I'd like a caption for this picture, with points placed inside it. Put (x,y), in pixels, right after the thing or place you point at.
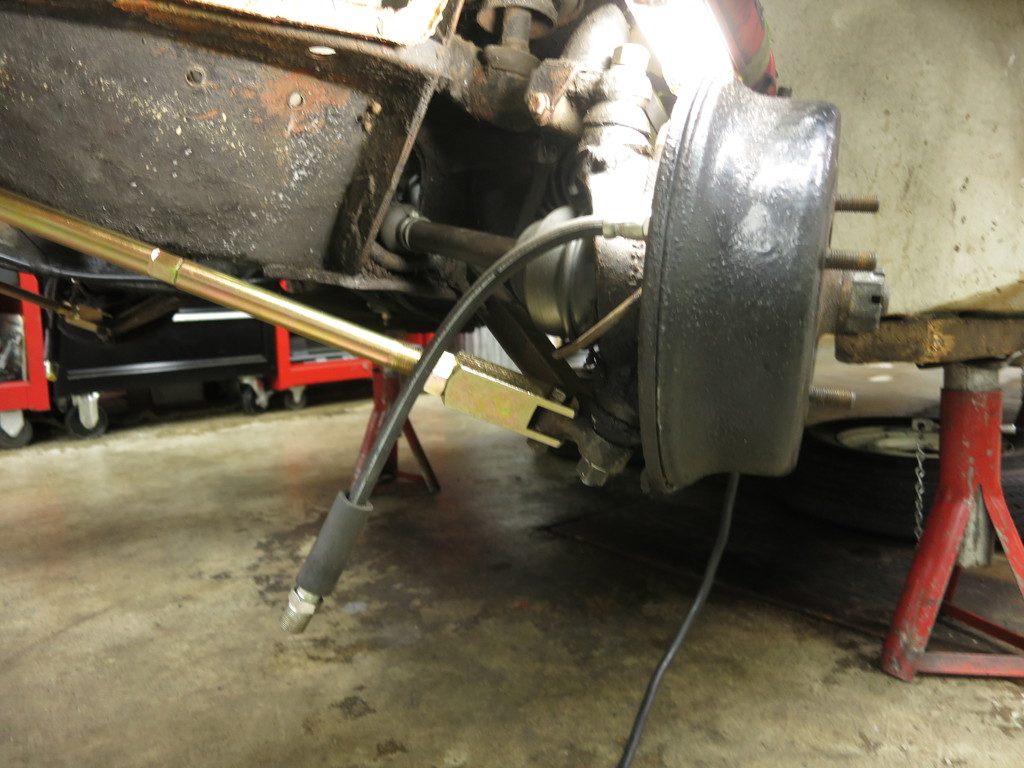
The picture consists of a vehicles rim (699,148) and we can see cable (389,419), stand (970,403), piston (449,364) and other objects (525,341) of a vehicle (708,372). In the background (160,359) there is another machine (194,382). At the bottom (421,674) it is floor (680,740).
